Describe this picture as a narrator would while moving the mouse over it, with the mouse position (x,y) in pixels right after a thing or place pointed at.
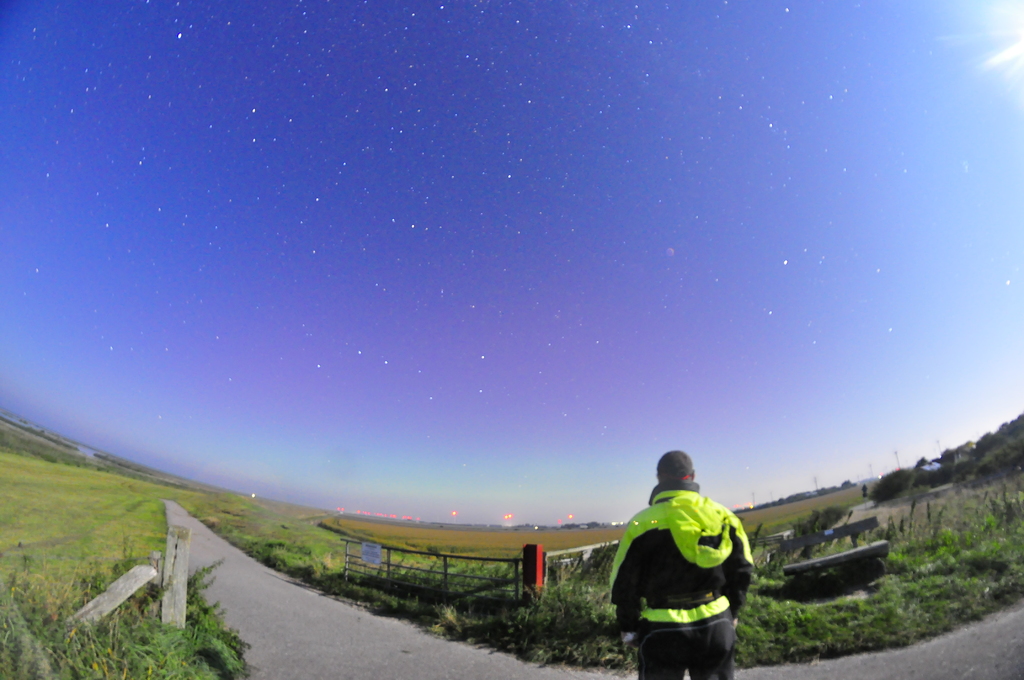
In this image we can see a sky (485,518). There are many stars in the image. There are many trees (564,525) and plants (495,553) in the image. There is a road (358,633) in the image. There is a fencing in the image. There are few benches (855,557) in the image. There are many lights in the image.
